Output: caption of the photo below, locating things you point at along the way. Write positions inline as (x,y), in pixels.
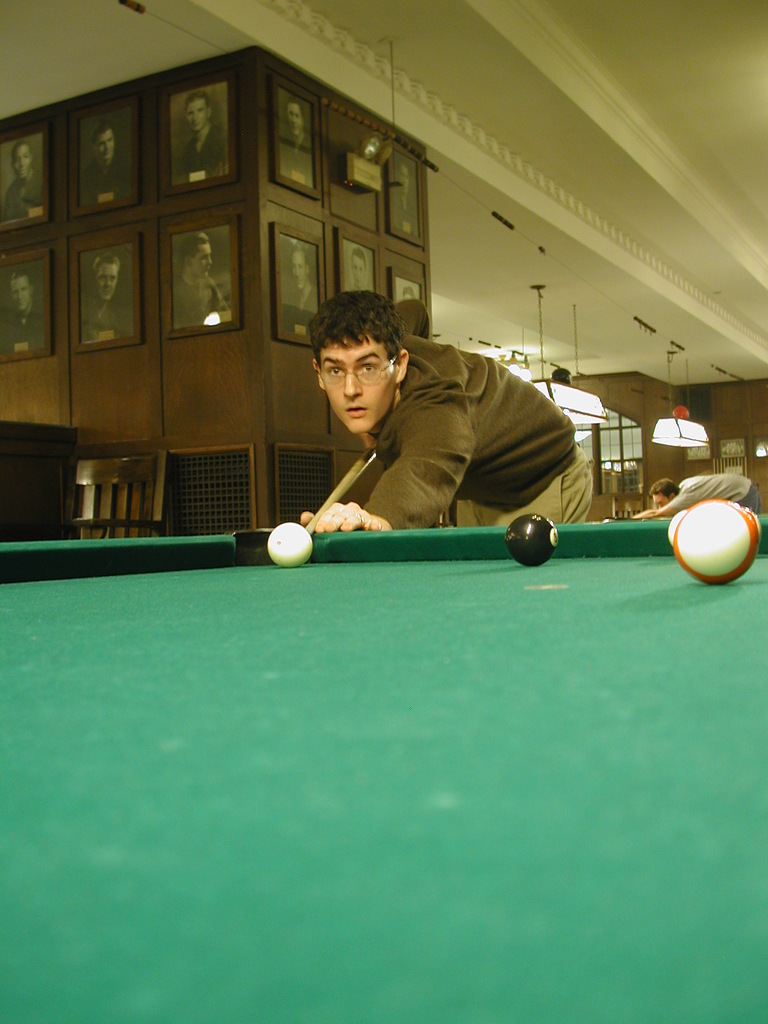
In this picture there is a man (372,494) holding a stick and hitting a ball (287,541). There are few balls (690,543) on the pool table (160,690). There are frames (116,251) There is also another man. There is light (681,427), chair (122,496).
